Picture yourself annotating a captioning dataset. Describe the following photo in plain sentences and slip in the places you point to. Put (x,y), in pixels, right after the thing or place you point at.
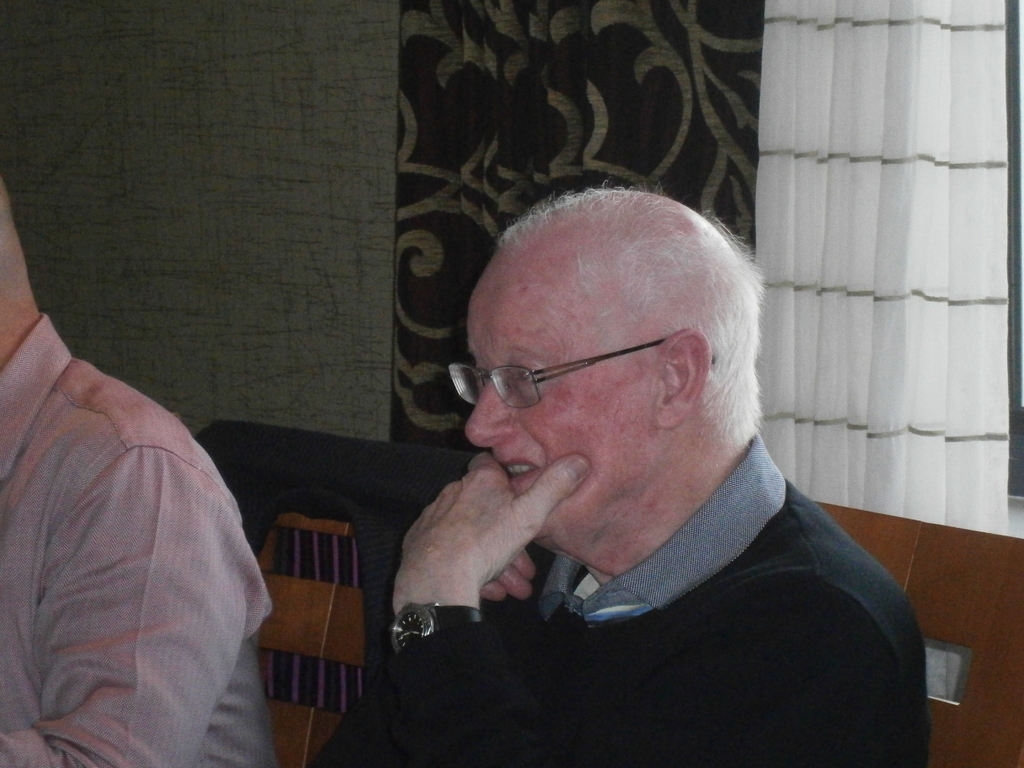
In this image, we can see people (492,448) sitting on the chairs (266,494) and one of them is wearing glasses (470,375). In the background (172,149), there is a wall (315,156) and we can see curtains (761,205).
